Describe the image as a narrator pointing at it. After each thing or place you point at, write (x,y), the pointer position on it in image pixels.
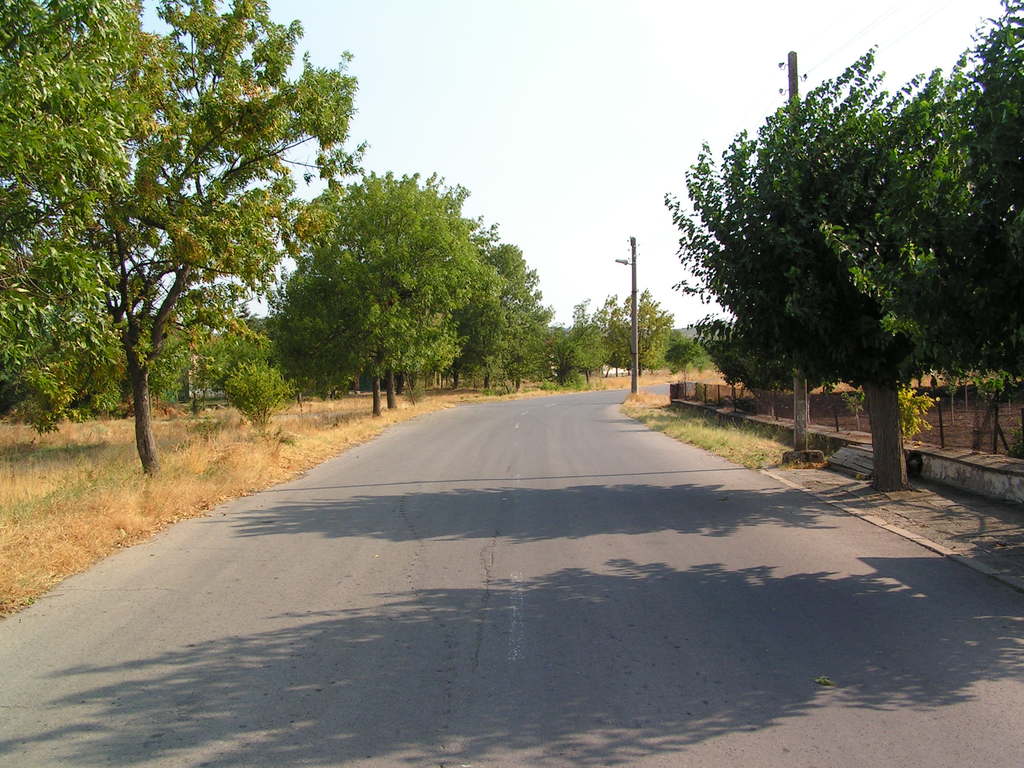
In this image, we can see a road (448,456) in between trees (709,274). There are poles (634,339) beside the road (785,531). There is a sky (534,125) at the top of the image (527,118).
